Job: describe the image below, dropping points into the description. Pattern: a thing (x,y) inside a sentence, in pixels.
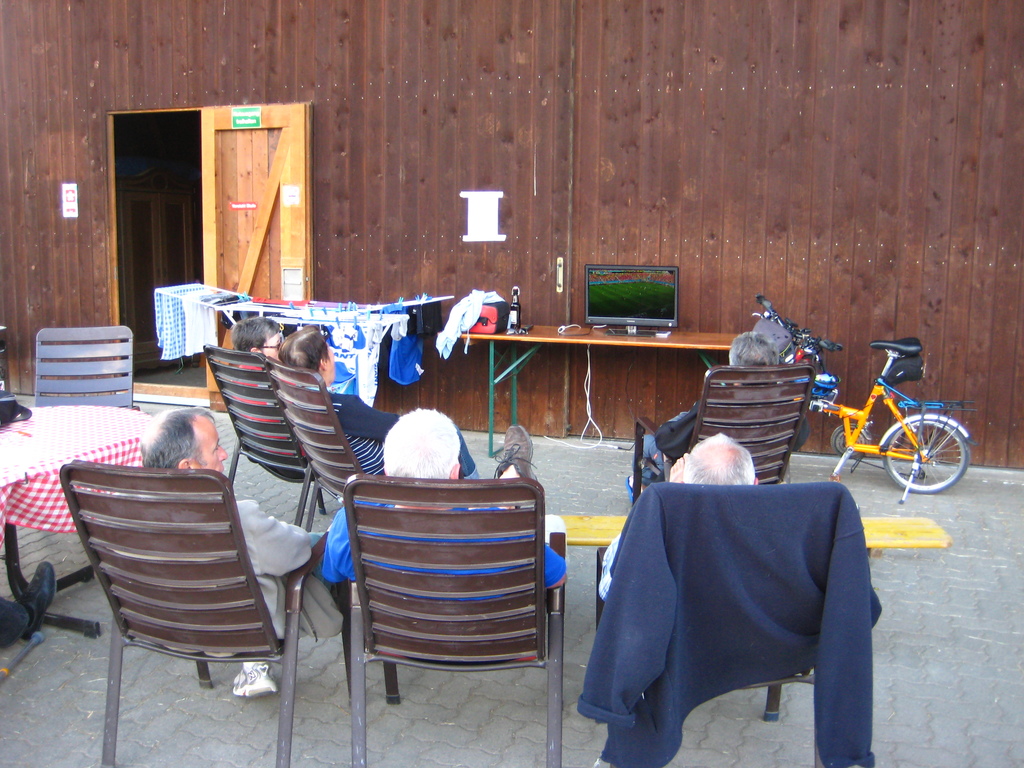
In this picture we can see a wall (406,195) and a door (245,197), and beside there are some clothes (413,317), and here is the table (572,341) and a wine bottle (514,313) on it, and here is the computer (644,279) on the table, here are some bicycles (865,416), and person (689,423) sitting on a chair (700,416), and there are group of people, and here is the table (42,430) and cloth (99,450) on it.
